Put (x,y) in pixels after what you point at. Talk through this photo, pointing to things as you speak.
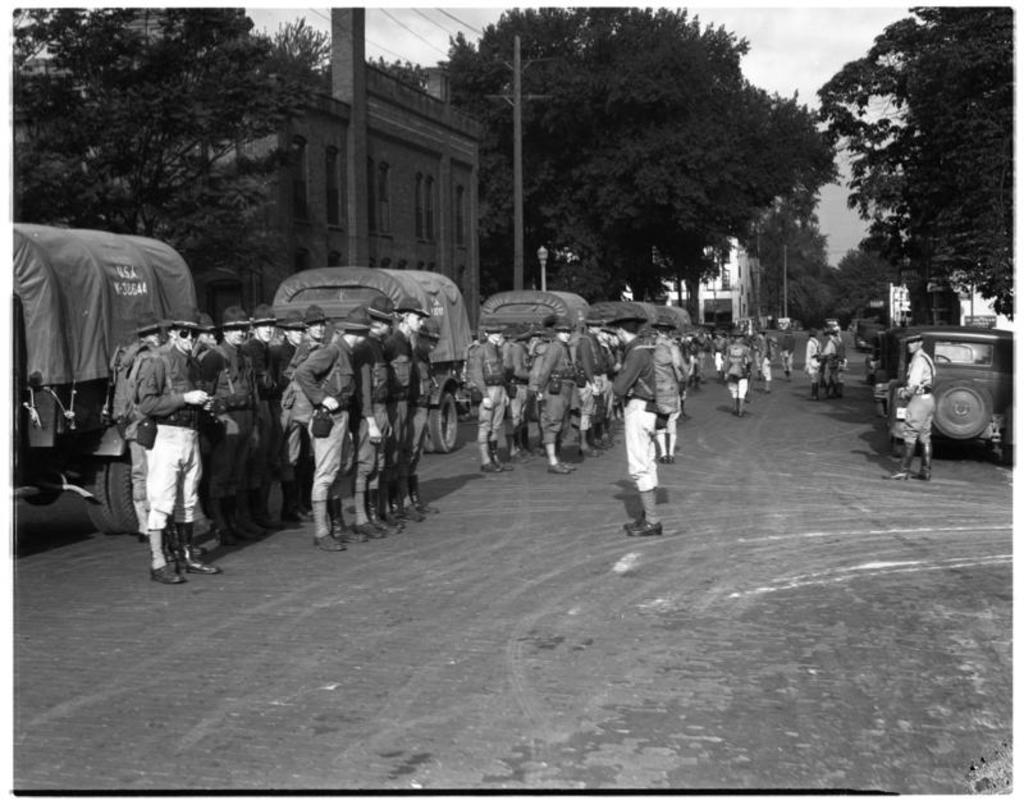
In this image I can see the group of people (381,444) standing on the road (571,475). These people (238,422) are wearing the uniforms (292,407) and then hats (302,319). To the side of these people (179,322) I can see many vehicles (318,304). In the background (720,288) there are many trees (565,228), buildings (750,277) and the sky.
